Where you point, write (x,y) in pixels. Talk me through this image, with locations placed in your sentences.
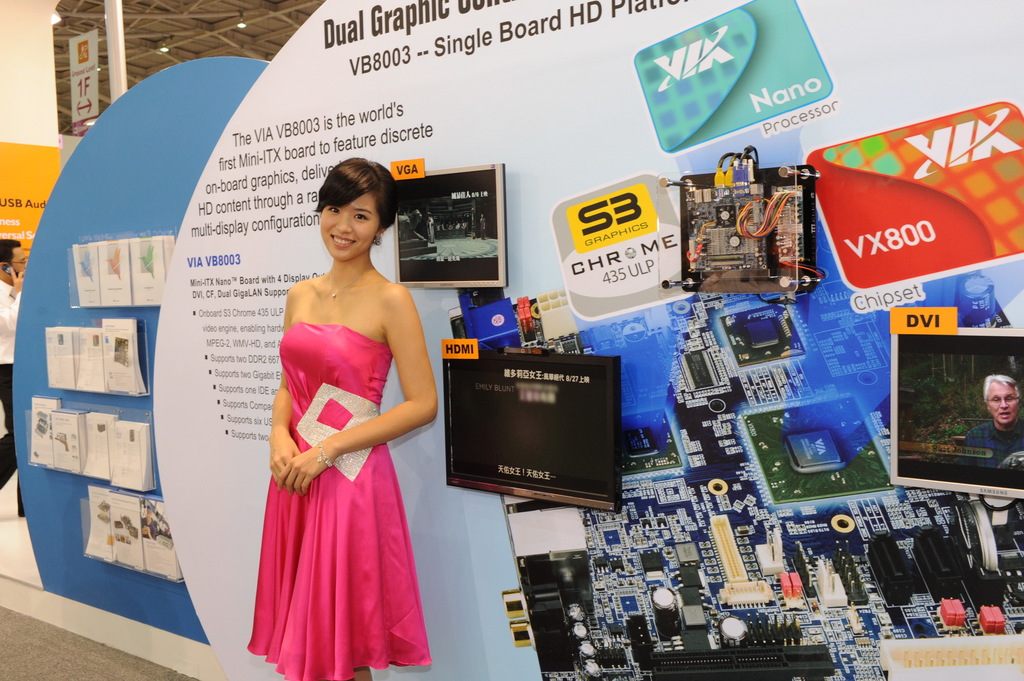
In this image I can see a person (277,521) standing. There are televisions (547,413) attached to the board (640,37). In the right side of the image (801,658) it looks like electronic devices (774,631) are attached to the board (732,412). There are papers (99,464), boards (162,361) and in the left side of the image (17,256) there is another person (4,293). Also there is a roof (195,47) with lights (98,70).
